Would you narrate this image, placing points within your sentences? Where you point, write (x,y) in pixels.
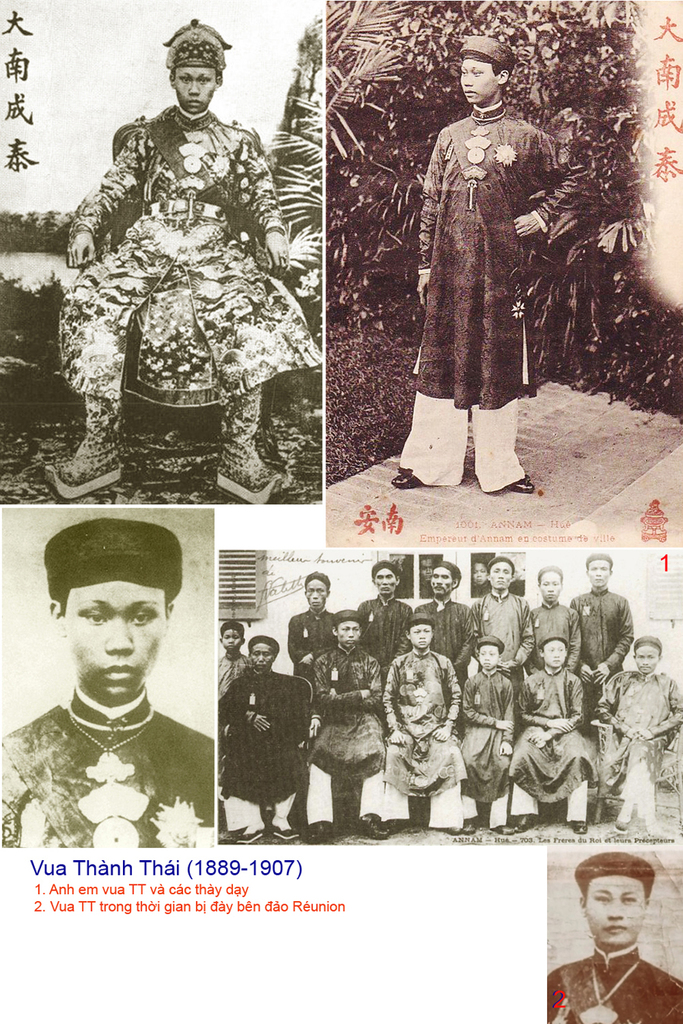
In this image I can see collage photos of people (305,771). I can also see here few are sitting and few are standing. I can also see these photos are black and white in colour and I can also see something is written at few places.
